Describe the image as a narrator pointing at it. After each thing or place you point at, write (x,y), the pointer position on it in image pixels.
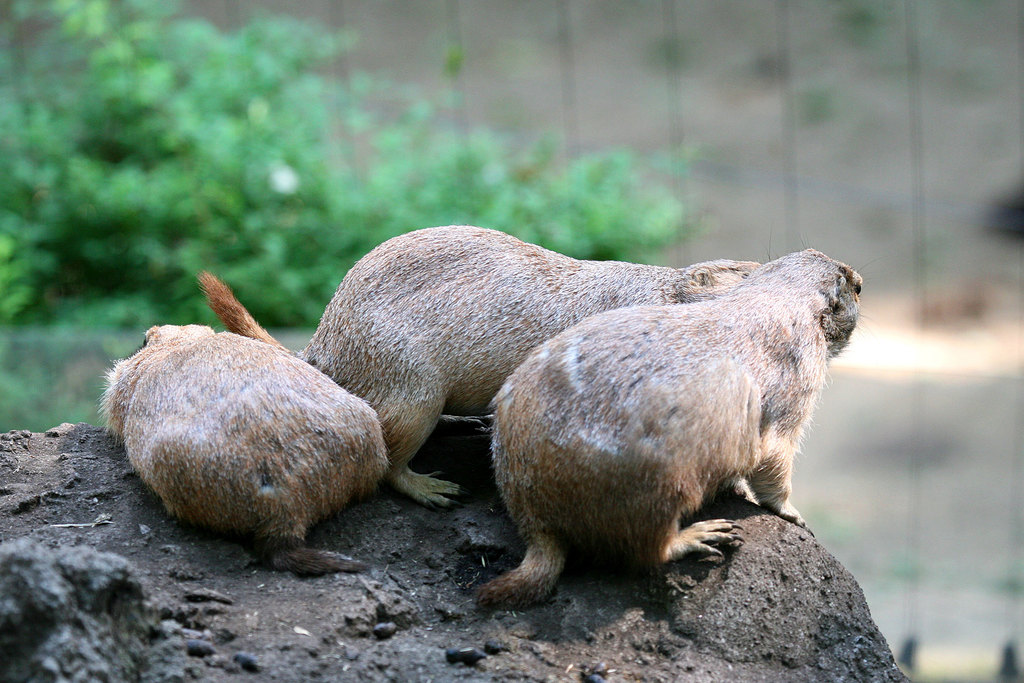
At the bottom (388,576), we see a rock (390,634). In the middle (430,428), we see three marmots (380,426). There are trees (226,125) in the background (313,146). This picture is blurred in the background (919,378).
